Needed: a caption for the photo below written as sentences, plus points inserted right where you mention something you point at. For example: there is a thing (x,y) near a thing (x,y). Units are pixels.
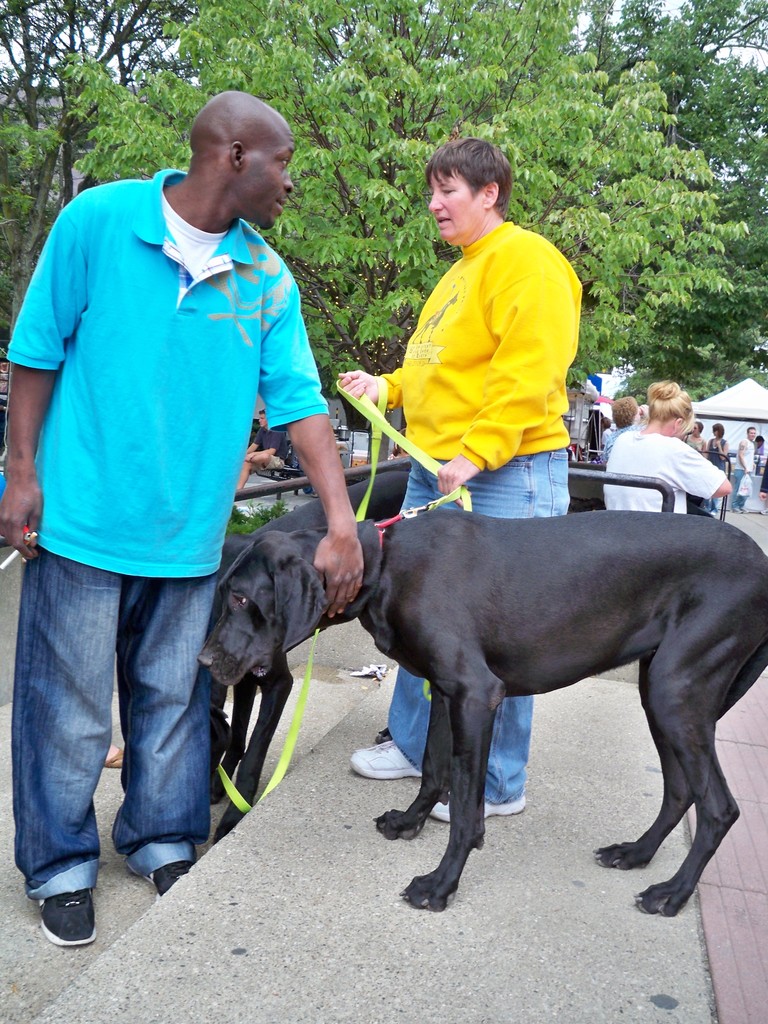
In the image we can see there are lot of people (225,447) who are standing on the road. At the back (316,113) there are lot of trees (484,110) and there is a dog (322,601) standing on the road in front of the image.
